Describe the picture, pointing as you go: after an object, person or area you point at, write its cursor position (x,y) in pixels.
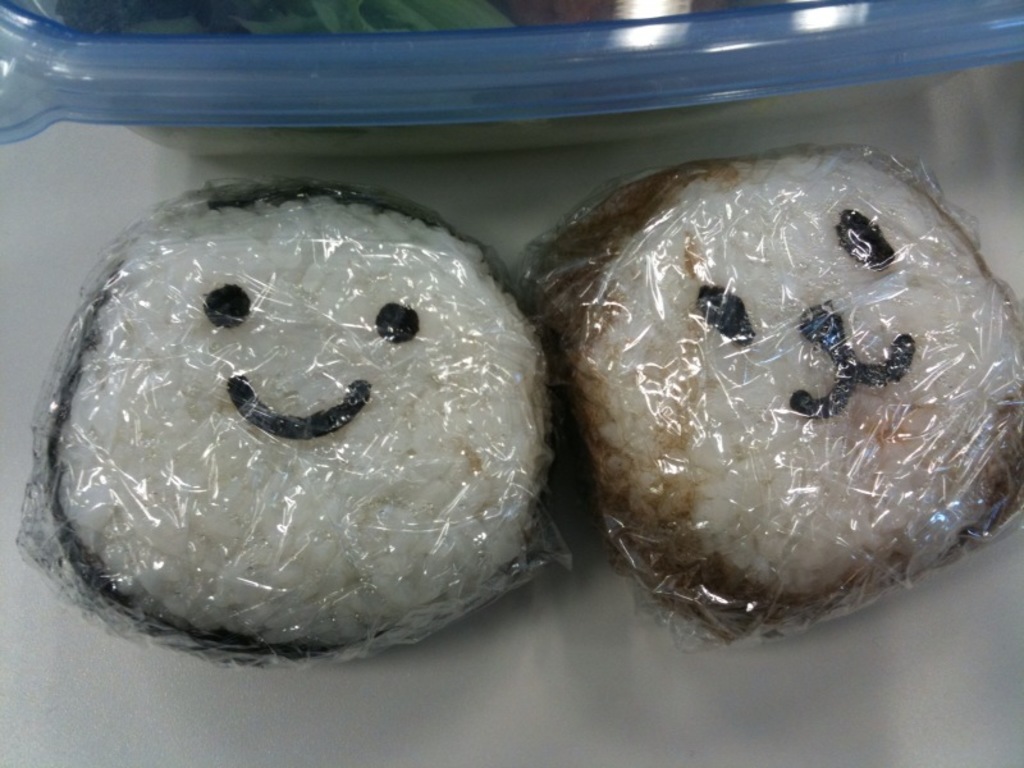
In this image we can see some food item (466,419) placed on the surface (29,597).
